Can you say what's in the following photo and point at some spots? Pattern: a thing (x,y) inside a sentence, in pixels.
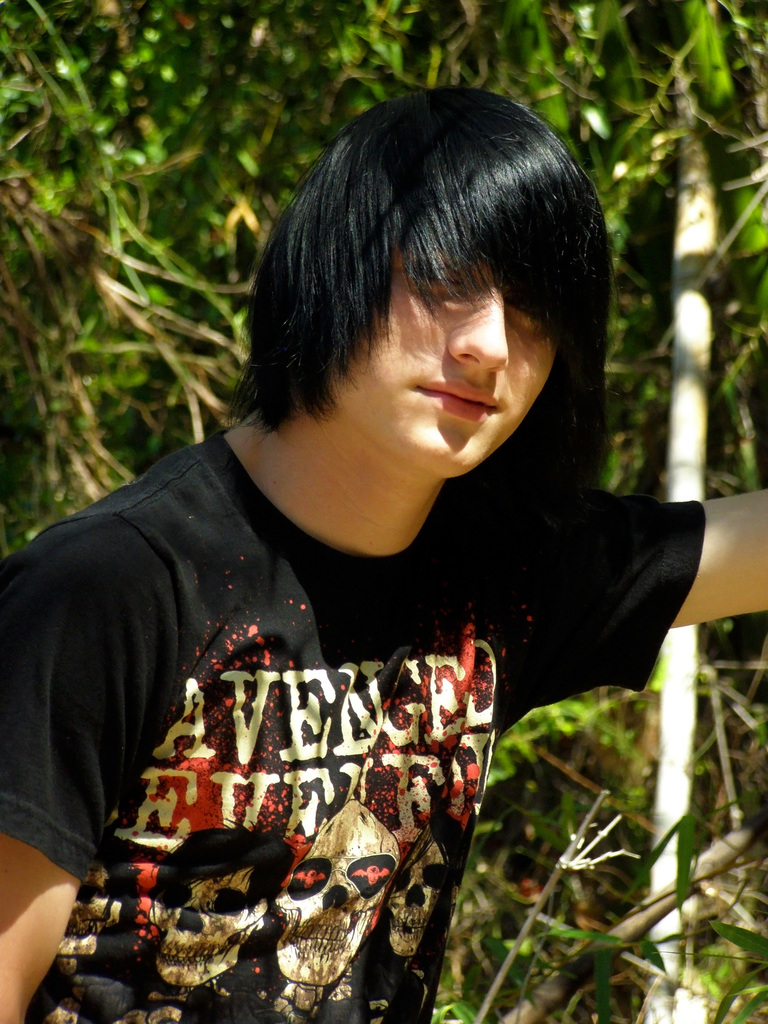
In this image there is a person (287,656) in the middle (311,673) who is wearing the black t-shirt (299,719). In the background (267,117) there are so many trees (334,113). On the right side (689,307) there is a wooden stick (683,382). There is hair (382,297) on his face (420,345).
